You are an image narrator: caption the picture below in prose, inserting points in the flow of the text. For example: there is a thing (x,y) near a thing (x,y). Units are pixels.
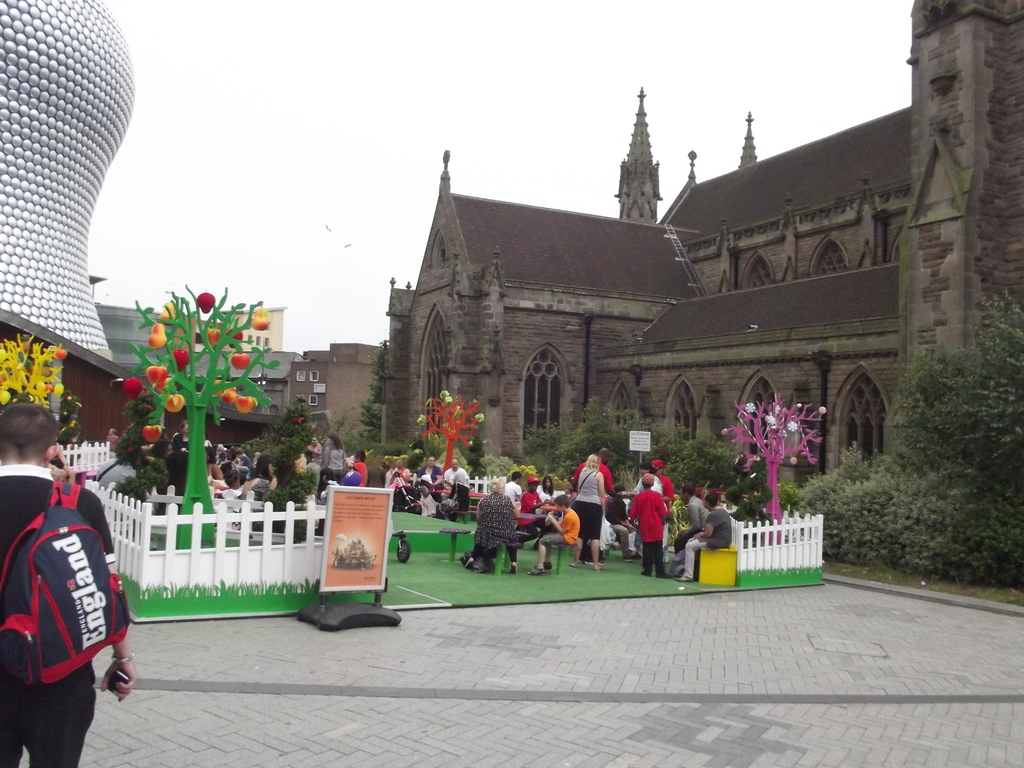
In this image, there is an outside view. There are some persons (459,472) in the middle of the image (405,471) wearing clothes (332,459) and sitting on chairs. There are some plants (960,453) on the right side of the image (955,468). There is a building (536,288) in the middle of the image (518,299). There is an another person (90,514) in the bottom left of the image (95,514) standing and wearing a bag (46,577). There is a sky (306,277) at the top of the image (475,28).
